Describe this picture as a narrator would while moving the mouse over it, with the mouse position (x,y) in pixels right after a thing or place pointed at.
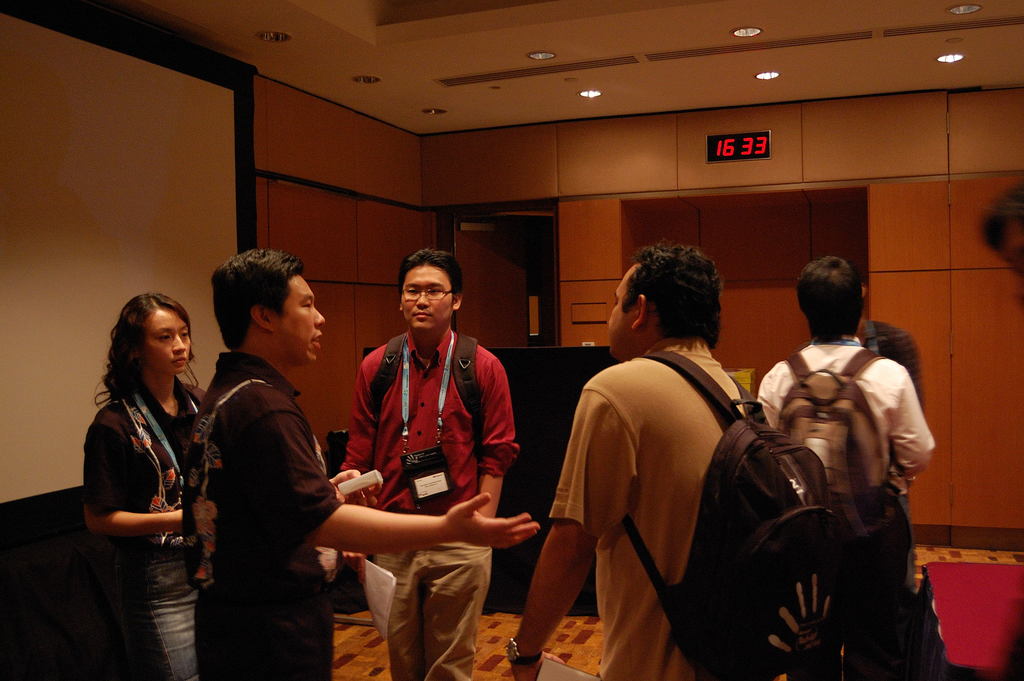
In the foreground of the picture (413,391) there are people (618,401) standing, some of them are wearing backpacks (751,510) and identity cards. On the left (141,269) there is a projector screen (141,269). In the background (623,253) there are digital clock (731,146), door (486,279), wall (555,192) and desk (534,391). At the top (587,93) there are lights (587,93) to the ceiling (585,110).
